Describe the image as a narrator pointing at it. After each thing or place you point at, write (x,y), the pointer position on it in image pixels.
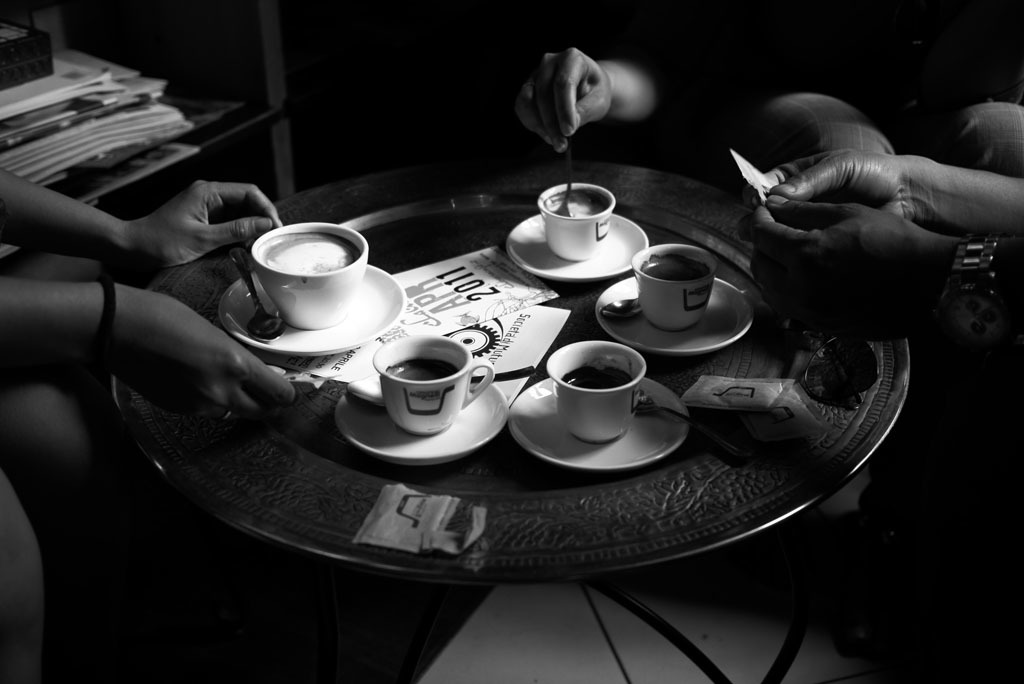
In the middle of the picture (648,229), we see a table (596,518) on which five cups (408,383), five saucers (315,341) and four spoon (671,413) and papers (480,309) are placed on it. We see hands (117,234) of three people (871,176) around the table (277,437) and on the left top of the picture (142,100), we see many papers (88,114) placed on shelf (98,54).
